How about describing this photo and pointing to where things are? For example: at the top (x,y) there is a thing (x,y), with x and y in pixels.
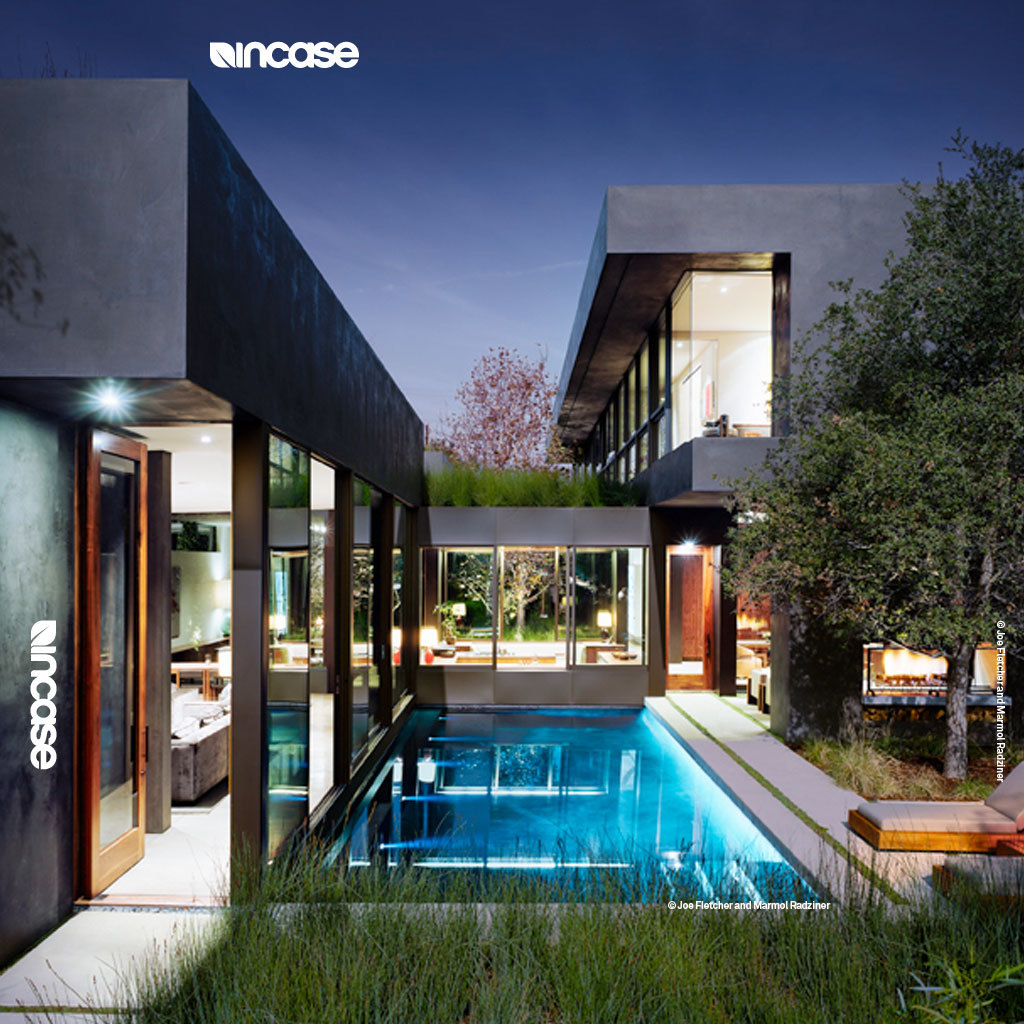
In this image in the center (622,617) there is one building (809,695), and at the bottom (552,873) there is one swimming pool (591,812) and grass (537,925). On the right side (747,592) there are some trees (907,544) and on the top of the image (427,91) there is sky (502,165) and some text (229,54) written. On the left side (140,680) there is a glass door (111,642) and a sofa (190,711) and mirror (293,570).
